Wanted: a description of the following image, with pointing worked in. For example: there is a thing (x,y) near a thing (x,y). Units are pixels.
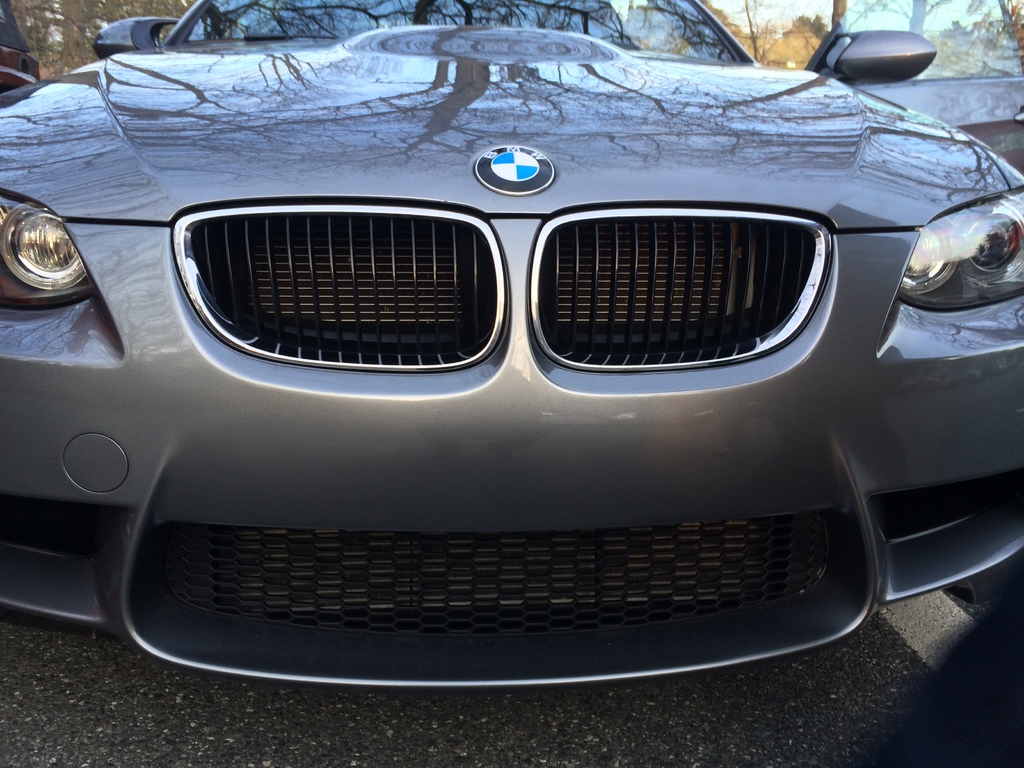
In this image there is a car (408,386). Only the front part (367,41) of the car (871,135) is captured in the image. There is a logo (516,154) on the bonnet (474,93) of the car (492,128). There is text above the logo (529,164). In the background (759,44) there are trees (767,46). There are headlights (47,301) to the car (707,275). At the bottom (169,746) there is the road (474,746).
